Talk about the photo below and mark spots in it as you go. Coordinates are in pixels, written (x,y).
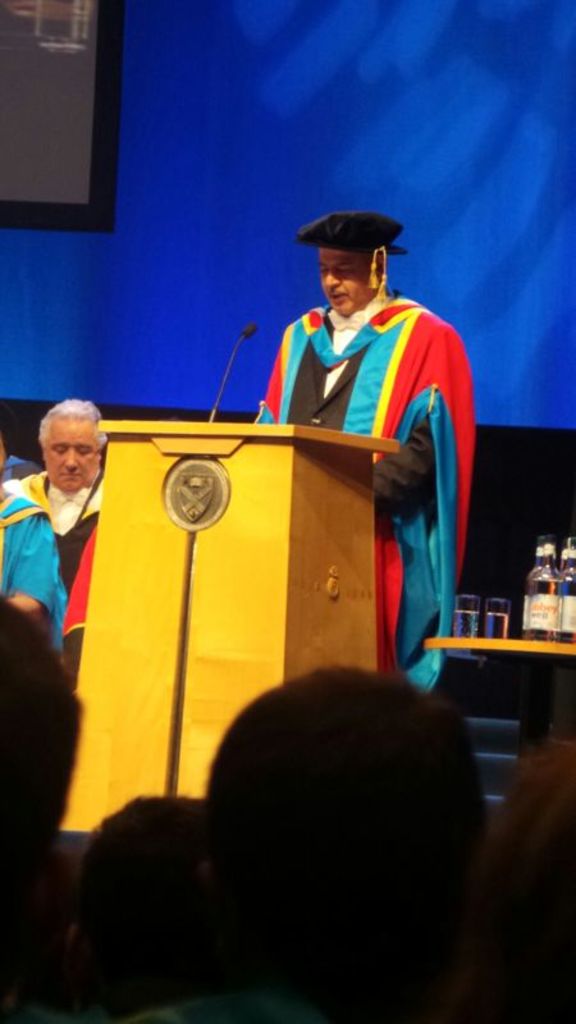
In this image we can see a man (388,334) is standing. He is wearing a graduation gown (364,373) and cap (389,234). In front of the man (382,242), podium (253,567) and mic (222,375) is there. We can see people (329,799) at the bottom of the image (110,861). Two more men (36,505) are sitting on the left side of the image (28,523). We can see a table (518,641), on the right side of the image (523,667). On the table (560,689), we can see glasses (495,623) and bottles (548,594). The background (554,516) is blue and black.
